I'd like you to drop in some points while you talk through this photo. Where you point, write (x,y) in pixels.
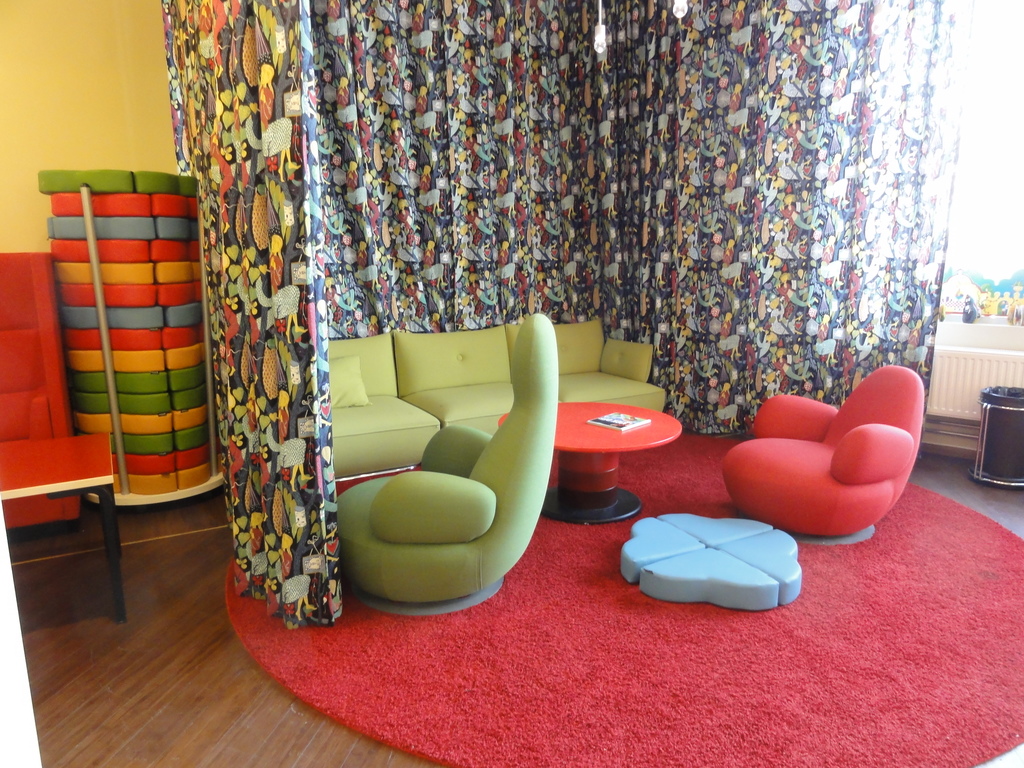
There are sofas (468,393), chairs (506,454) and table (599,463). On the table (583,437) there is a book (620,423). On sofa (377,377) there is a pillow (360,377). And these are kept on a red carpet (764,628). There is a colorful curtain (518,138). In the back (124,106) there's a wall (71,130), table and some other items (156,277).
